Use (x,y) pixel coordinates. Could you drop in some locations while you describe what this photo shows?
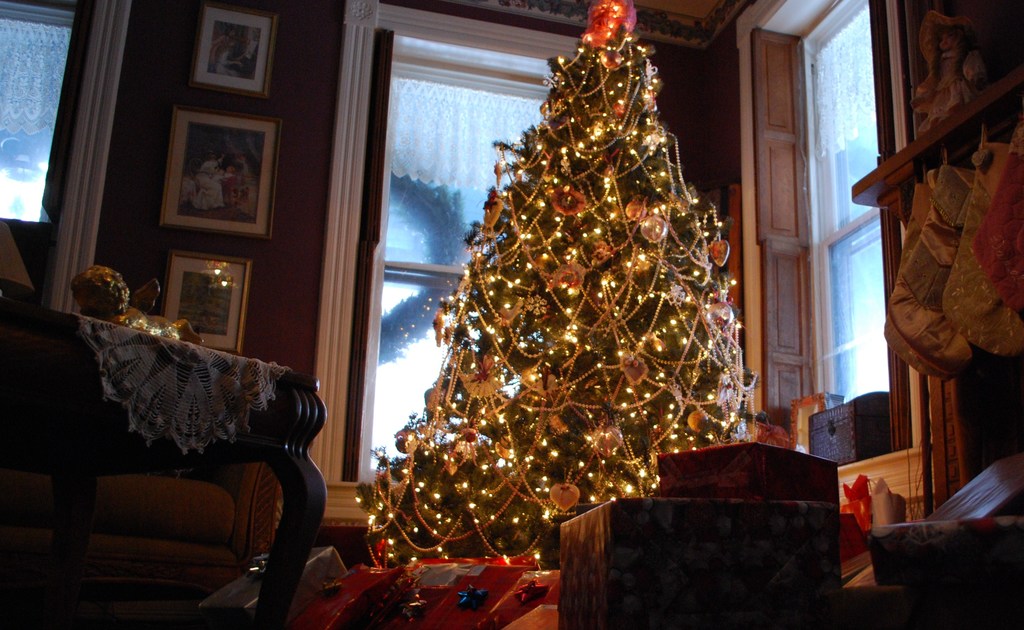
This is an inside picture of a room (498,407), there is a christmas tree (498,405) with decorative lights (497,405) and some other objects (497,405), there are windows (414,286), gift boxes (680,555), table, door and some other objects (925,329), there are some photo frames (226,158) on the wall (539,24).
